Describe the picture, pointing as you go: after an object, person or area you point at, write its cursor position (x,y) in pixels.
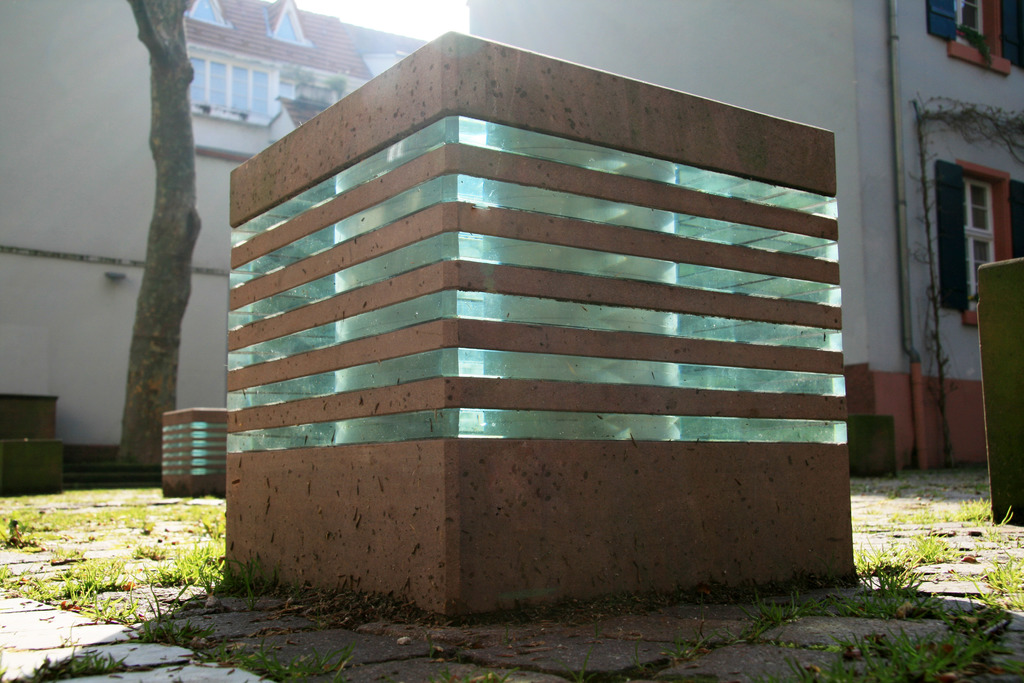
In this picture there is a garden fixture lights (474,551) placed on the ground (108,560). Behind there is a building (874,147) and windows (974,11) and a tree trunk (159,176).
